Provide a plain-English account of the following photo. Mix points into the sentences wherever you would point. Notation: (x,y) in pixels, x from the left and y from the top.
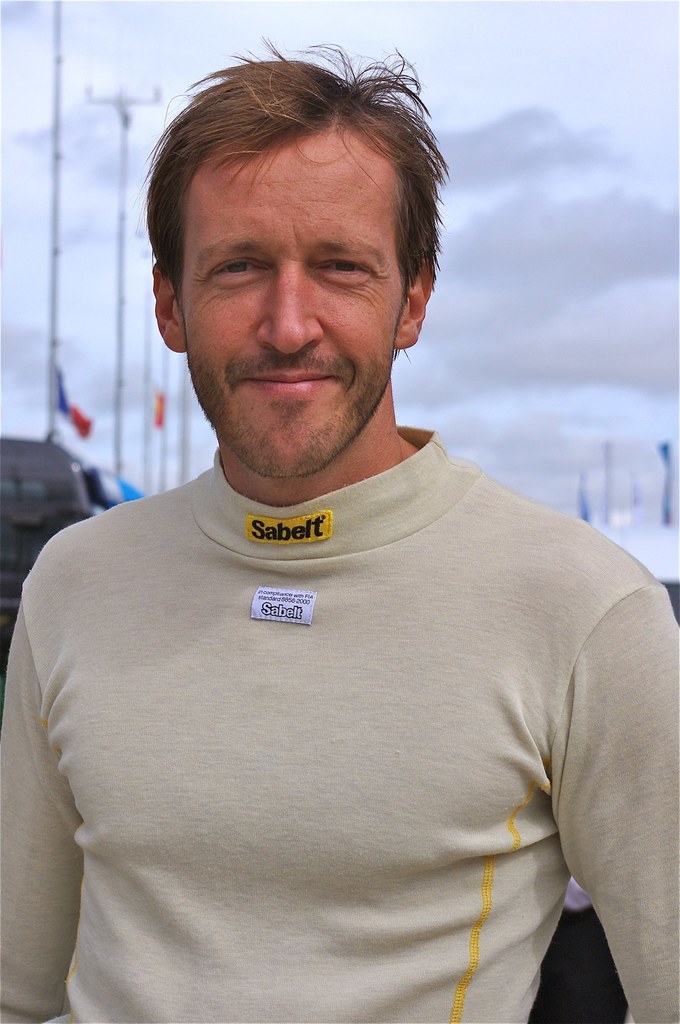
In this image we can see a man (203,595) who is wearing cream color t-shirt (337,699) and smiling. Background of the image (84,420) poles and flags (72,407) are there. The sky (500,193) is covered with clouds (563,296).
